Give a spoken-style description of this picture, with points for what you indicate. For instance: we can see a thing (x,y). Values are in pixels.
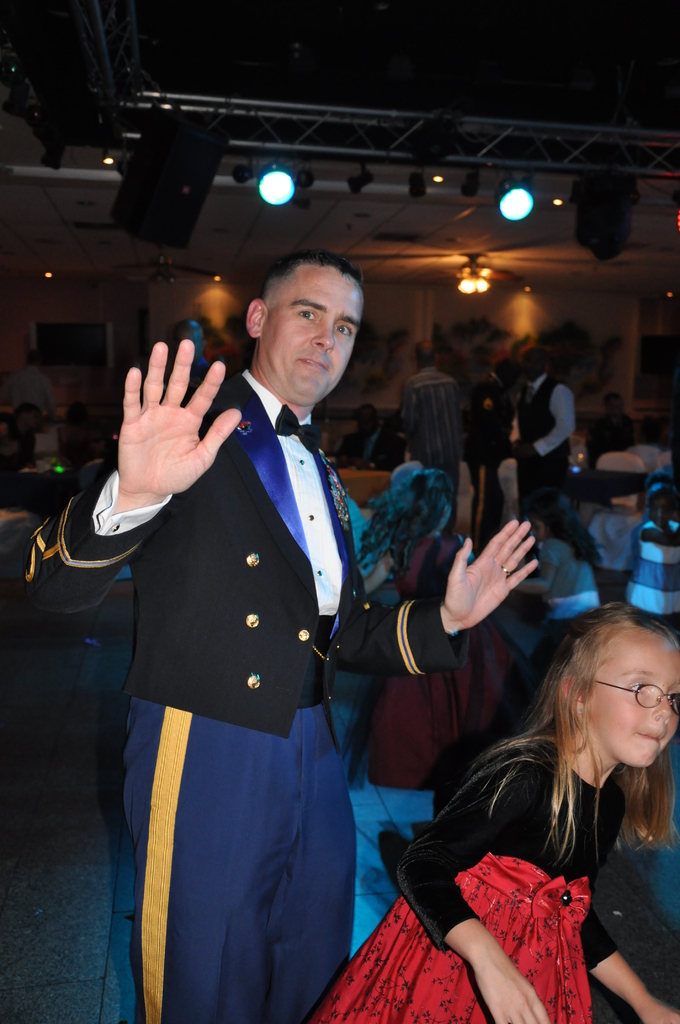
In this picture we can see a man (209,966) standing and raising his hands (227,414) and looking at someone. There is also a little girl (471,963) and other people (512,414) in the background (525,471).
